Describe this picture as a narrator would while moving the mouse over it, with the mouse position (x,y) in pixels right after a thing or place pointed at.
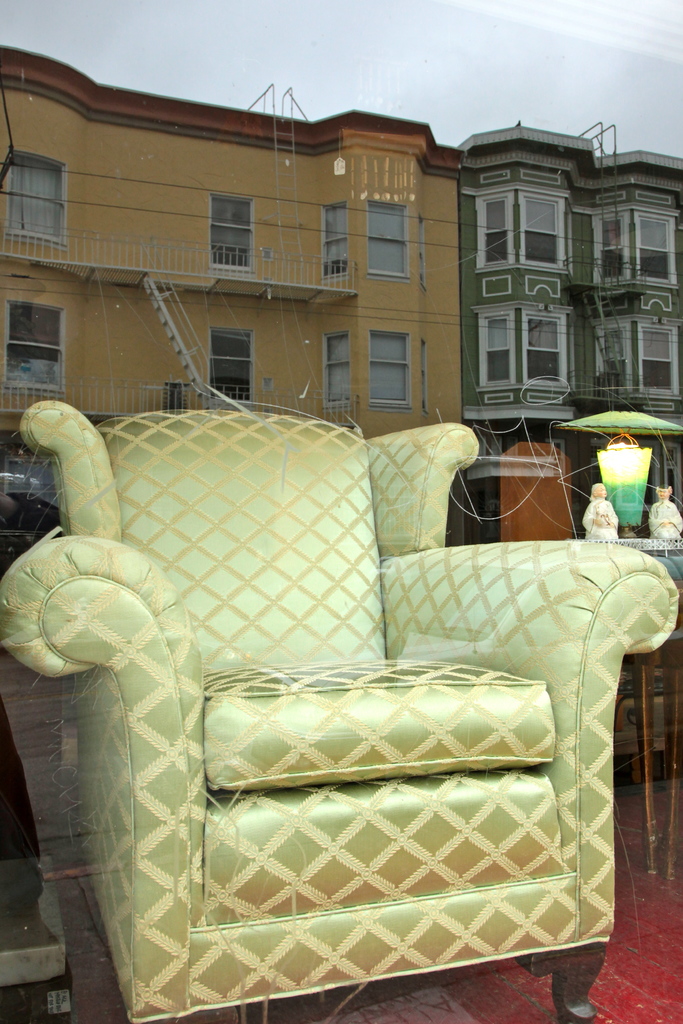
In this picture there is a sofa (208,433) and lamp (632,534) beside the sofa (491,711), there is a reflection (571,413) of building (149,316) and other building (468,298), and the sky (478,88) is cloudy.
